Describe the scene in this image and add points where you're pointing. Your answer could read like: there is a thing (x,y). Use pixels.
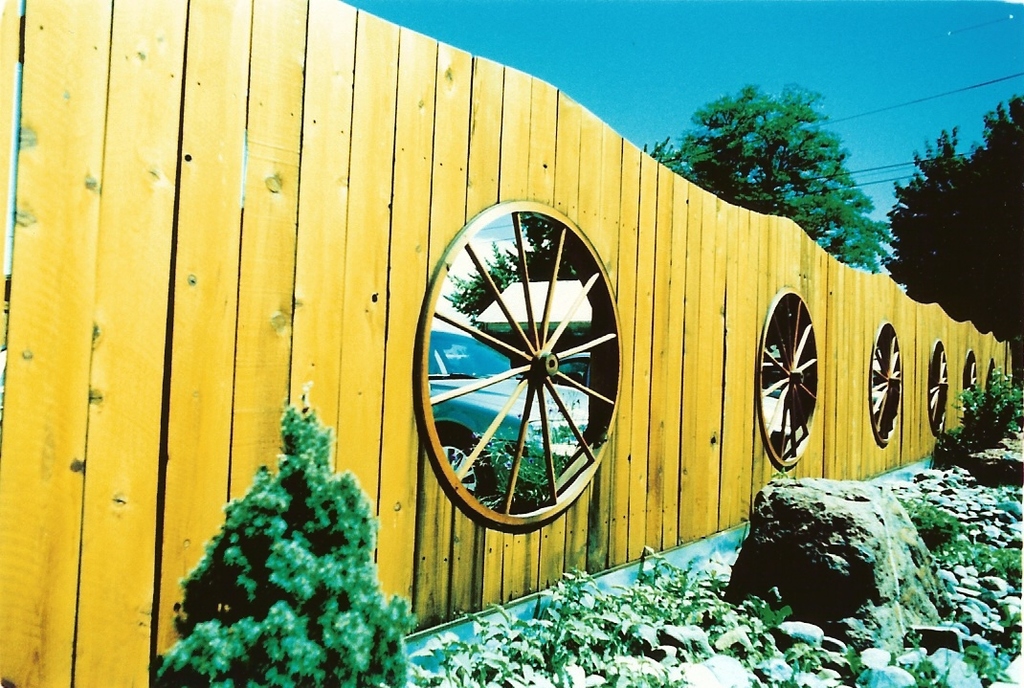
In this image in the front (867,595) there are plants (975,558) and there is a stone (843,522). In the center (663,352) there is a wooden fence (650,352) and in the background (467,373) there is a car (482,371), there is a tent (522,313) and there are trees (726,164) and wires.
